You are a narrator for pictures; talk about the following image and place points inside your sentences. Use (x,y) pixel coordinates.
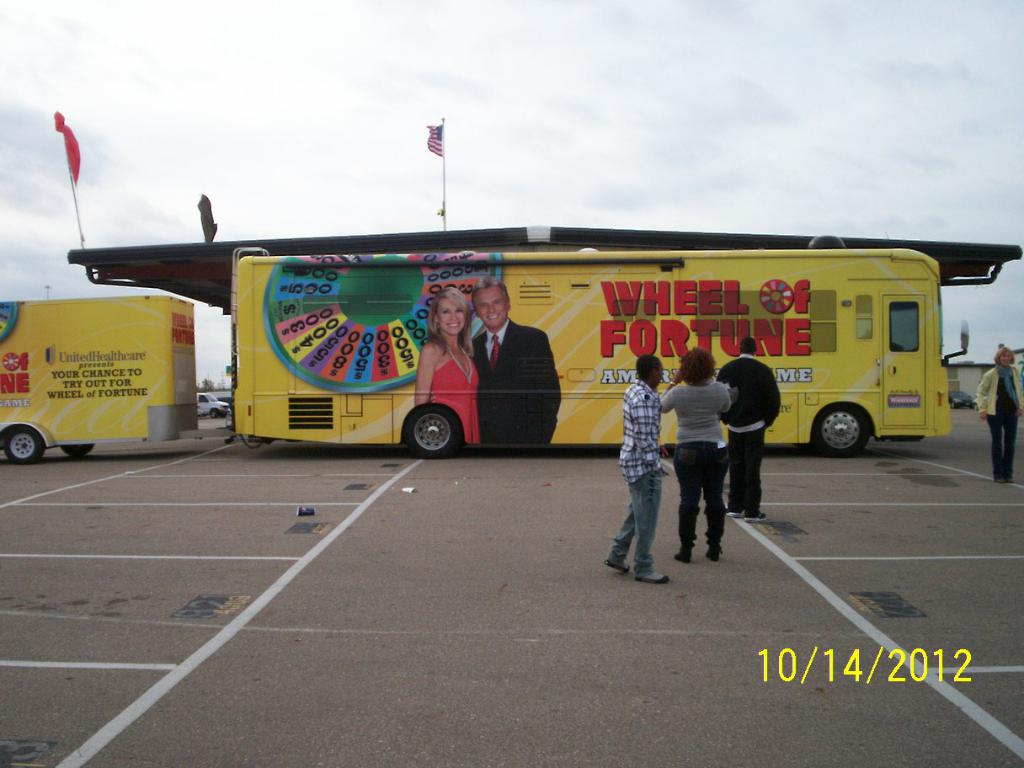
In the center of the image (452,367) we can see buses (410,346), shed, flags (443,138), poles (443,189), truck (218,410) and some persons (732,492) are there. At the bottom of the image (570,671) we can see road (514,581) and some text (837,662) are there. At the top of the image (627,86) clouds (658,220) are present in the sky (88,237).
